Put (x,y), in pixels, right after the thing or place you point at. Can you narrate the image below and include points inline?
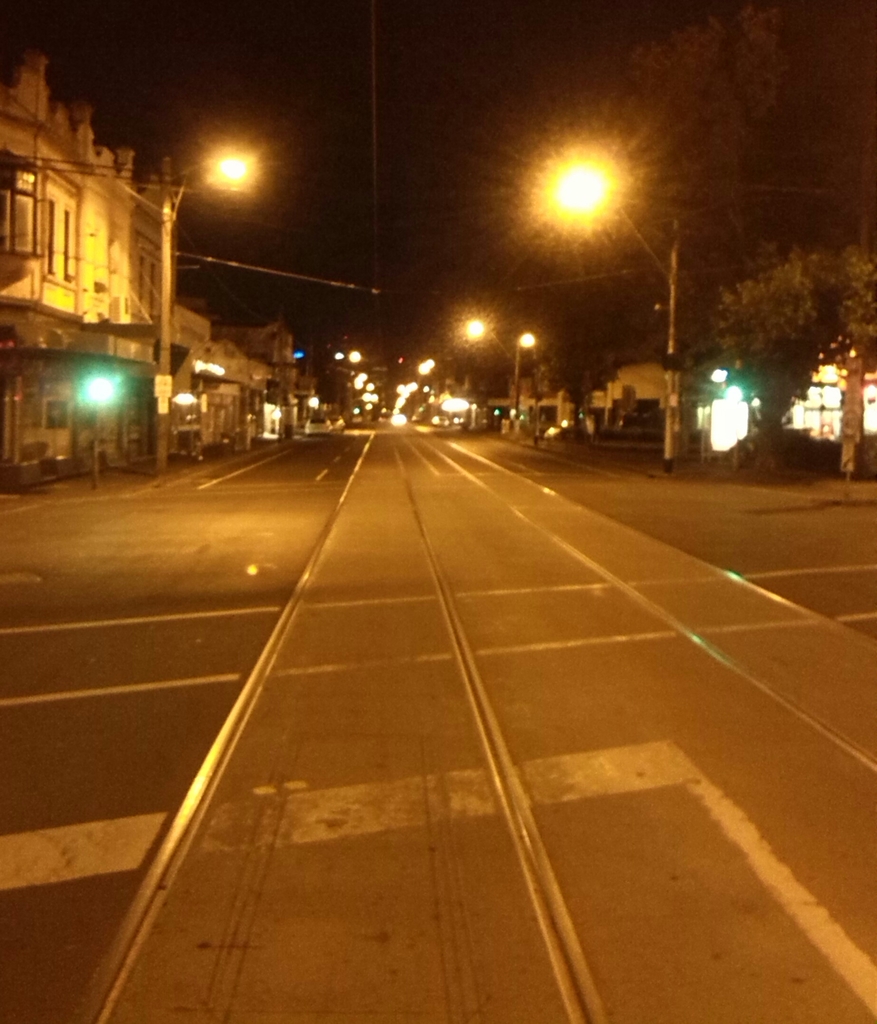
In this picture we can see the poles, lights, road (460,577), trees (807,345), buildings (25,316). This picture is taken during a night time.
